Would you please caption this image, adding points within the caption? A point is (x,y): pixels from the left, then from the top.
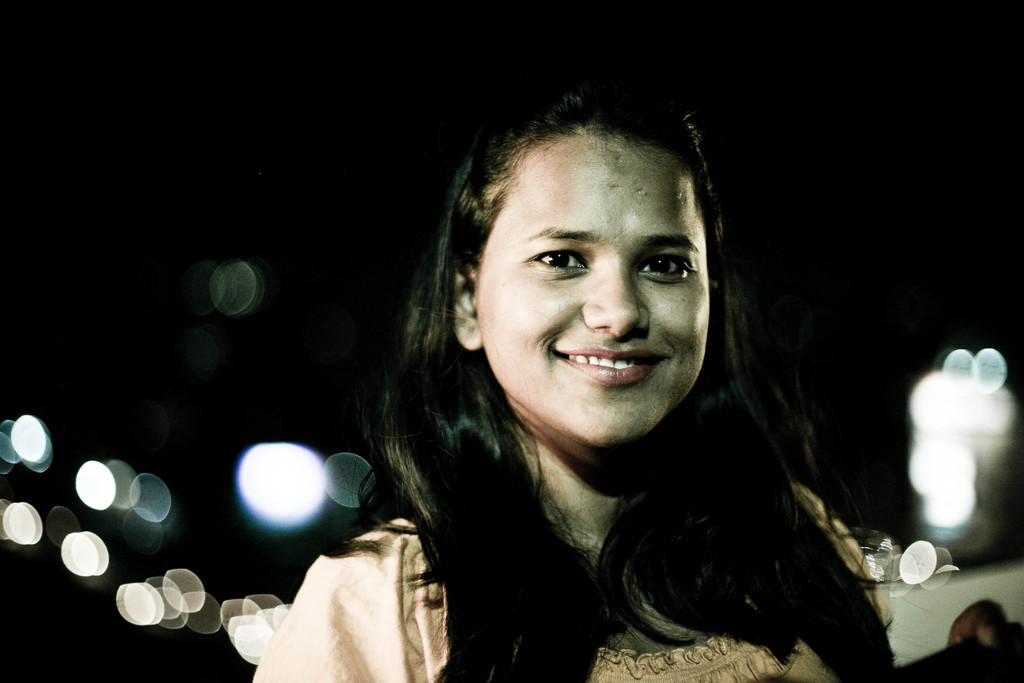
In this image there is one person (546,428) is smiling is on the right side of this image (685,398).
